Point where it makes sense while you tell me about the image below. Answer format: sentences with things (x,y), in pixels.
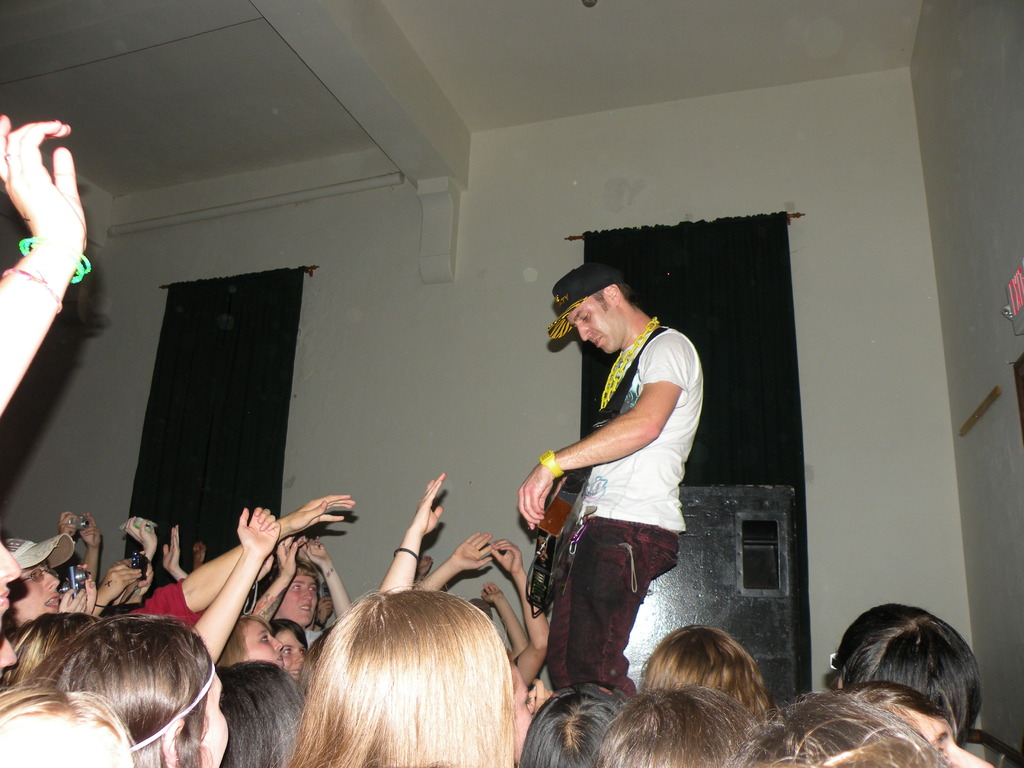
In this image we can see a group of persons (104,591) and there is person (574,569) playing a musical instrument (550,537). Behind the persons (565,455) we can see a wall (301,384) and curtains (262,376). At the top (695,17) we can see the roof (695,45).
